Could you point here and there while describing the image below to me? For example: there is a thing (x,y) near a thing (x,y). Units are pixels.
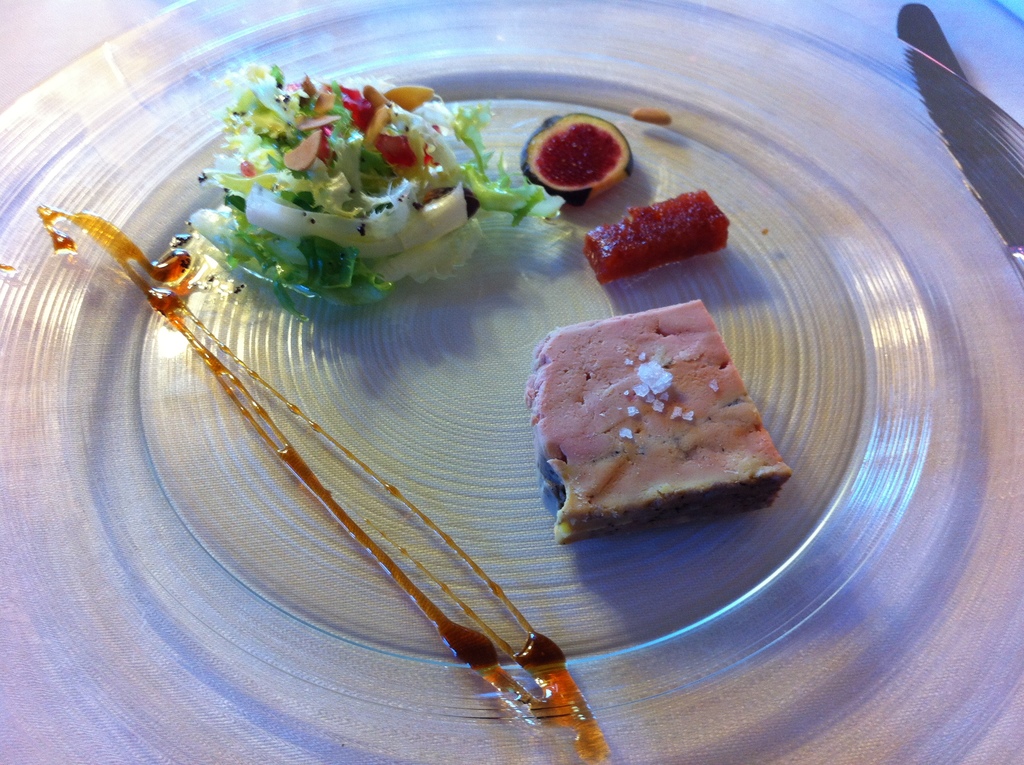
In this image I can see few food items (355,187) are placed on a object (844,604) which is made up of glass (926,330). In the top right-hand corner (930,39) there is a knife (929,42).
